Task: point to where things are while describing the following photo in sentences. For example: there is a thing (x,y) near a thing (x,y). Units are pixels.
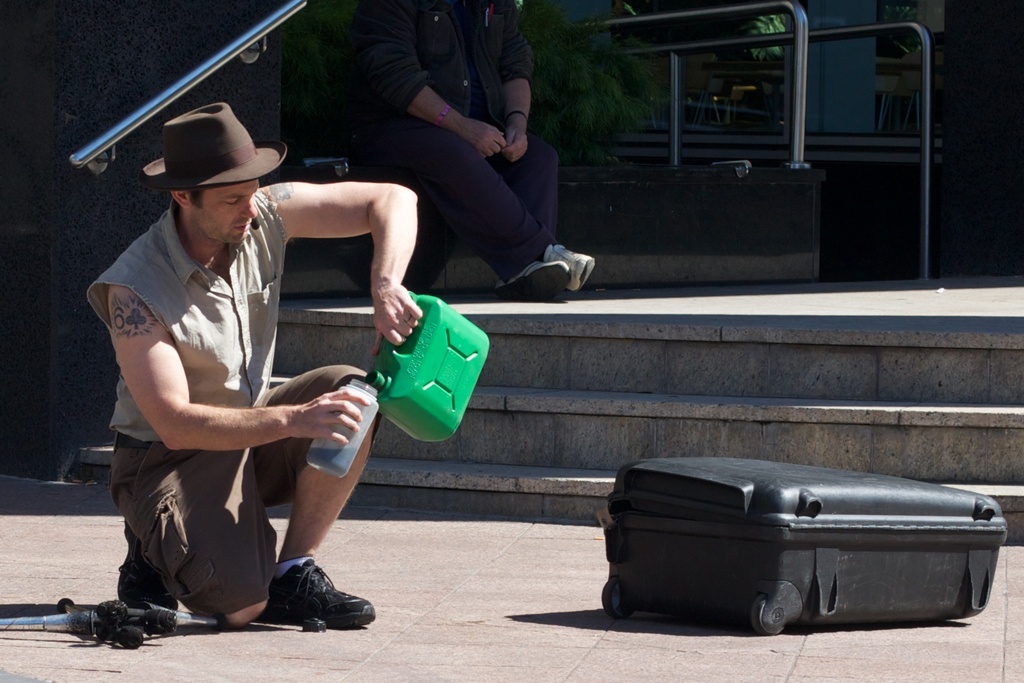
this picture shows a man (255,597) kneeling and holding a tin (461,404) in his hand (399,293) and a person (385,124) seated.
